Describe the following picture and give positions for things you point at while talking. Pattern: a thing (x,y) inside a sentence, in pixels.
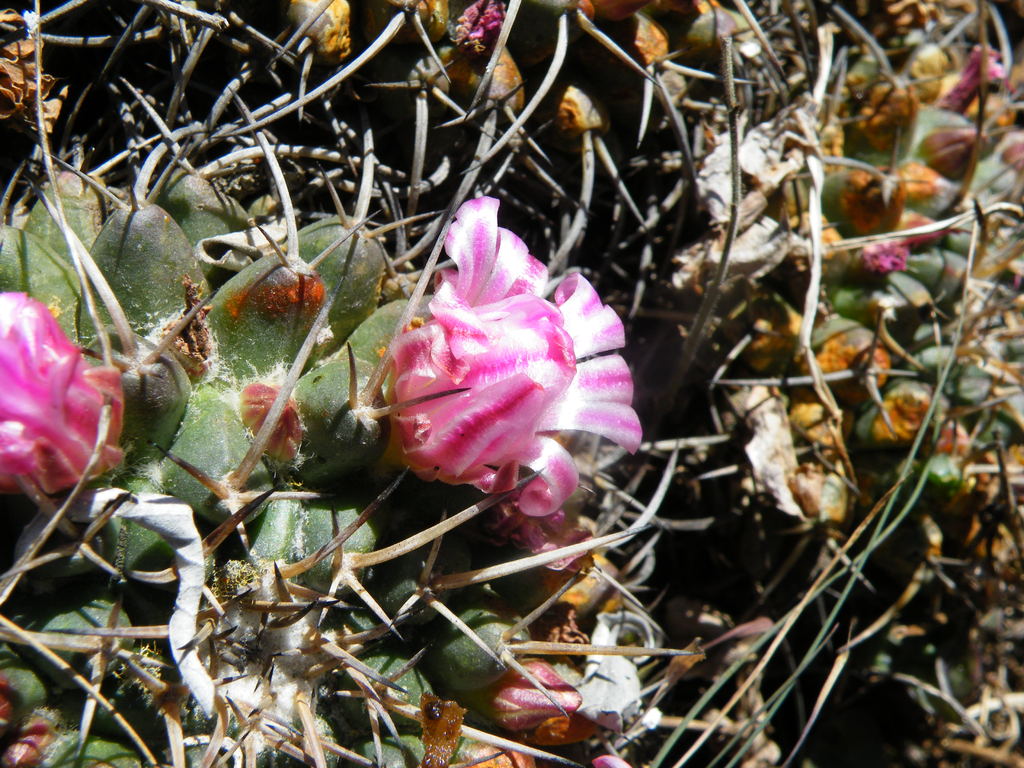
In this image I can see few pink and white color flower (560,365) and I can see few green color plants (318,361).
